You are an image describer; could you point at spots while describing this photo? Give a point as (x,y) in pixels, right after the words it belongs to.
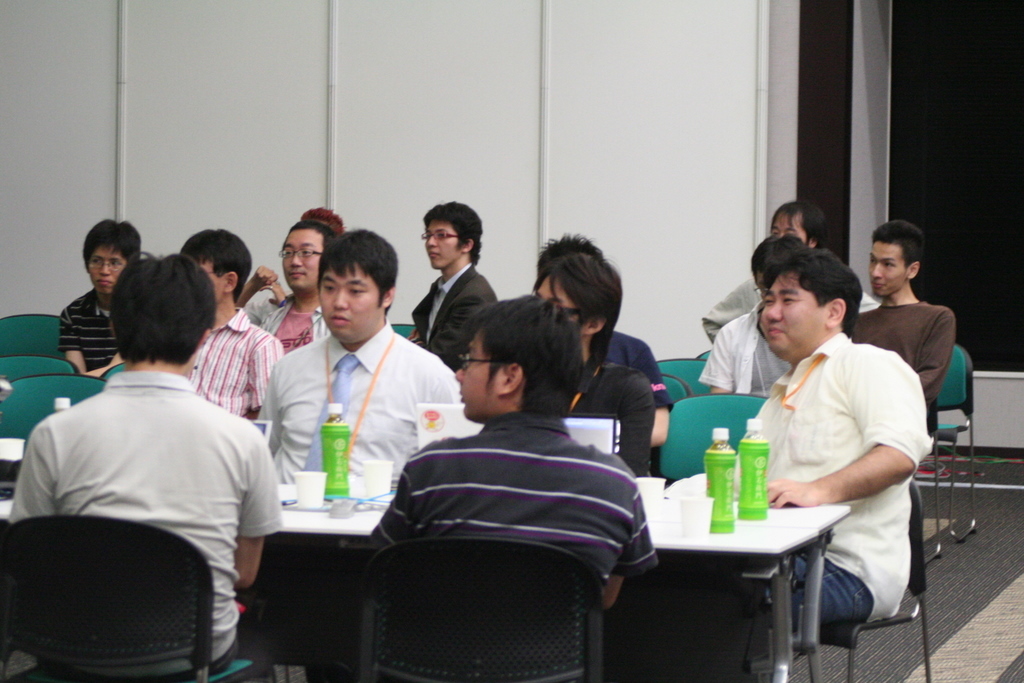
In this image there are group of persons (784,489) sitting on a chairs (735,410) in a room (528,178) and there are bottles (328,489) glasses (307,498) on top of the table (364,522).
